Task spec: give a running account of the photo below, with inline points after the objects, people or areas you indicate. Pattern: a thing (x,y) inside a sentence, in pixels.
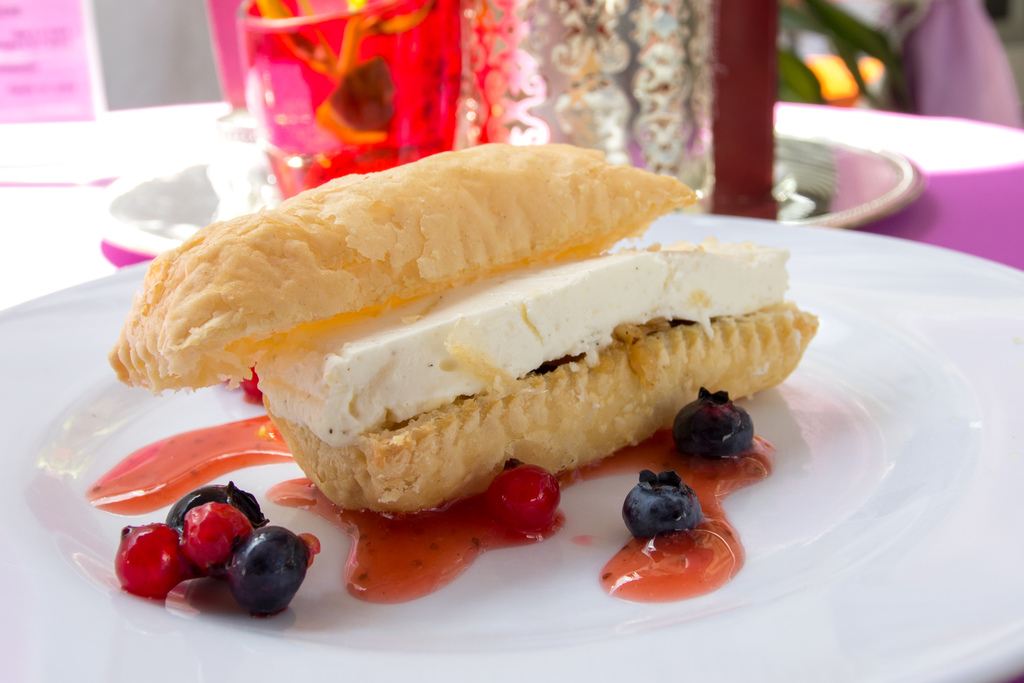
There is a white plate (38,459). On the white plate (828,587) there are berries (228,514), red color paste (452,552) and some food item (429,360). In the background (437,118) it is blurred.
